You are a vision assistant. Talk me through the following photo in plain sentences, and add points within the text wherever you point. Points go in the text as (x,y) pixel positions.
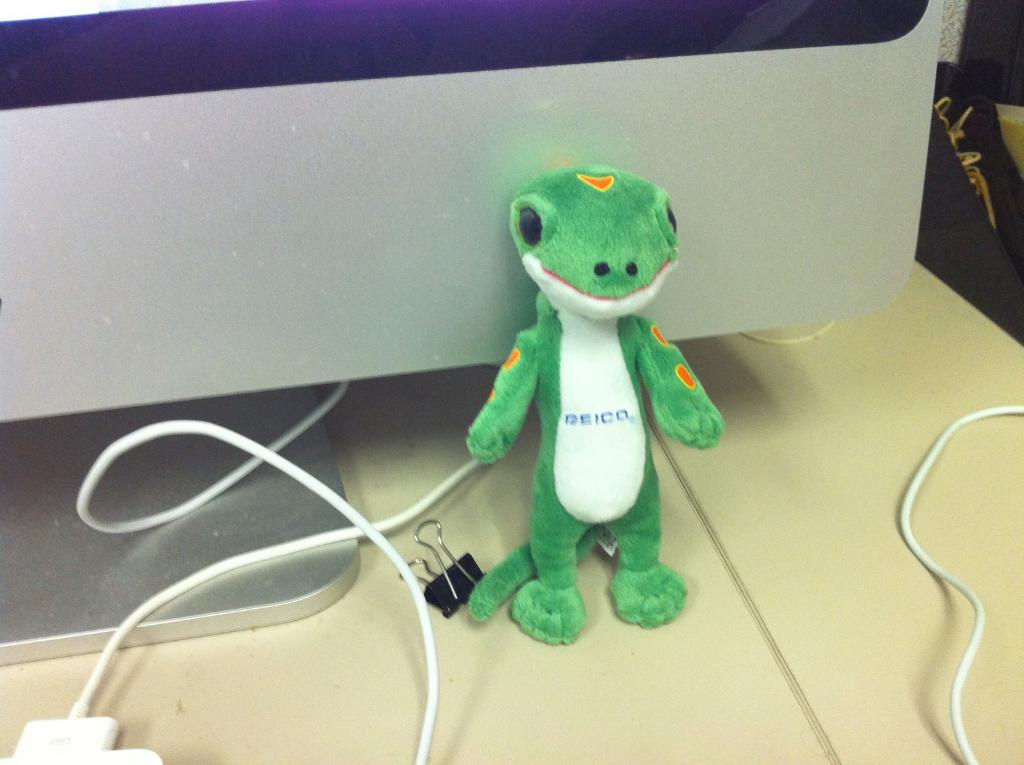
There is a toy (540,330), clip (474,580) and wires (220,563) on a surface (830,628). In the back (442,207) there is a monitor (378,265).
